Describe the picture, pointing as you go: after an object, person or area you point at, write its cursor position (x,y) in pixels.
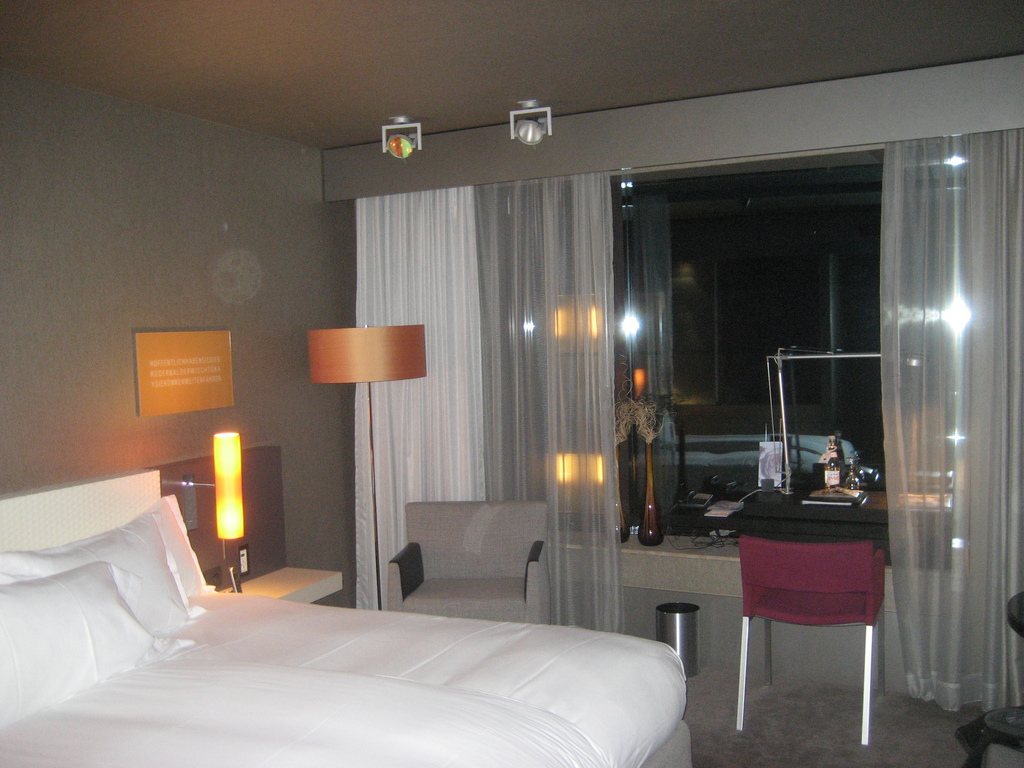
In this image, we can see lamps (344,368) in front of the wall (295,369). There is a window (765,240) in the middle of the image (663,292) contains curtains (951,253). There are chairs (486,565) beside the bed (465,645). There is a flower vase (650,506) in front of the window (746,389). There are lights (512,127) on the ceiling (486,56) which is at the top of the image (537,19).
